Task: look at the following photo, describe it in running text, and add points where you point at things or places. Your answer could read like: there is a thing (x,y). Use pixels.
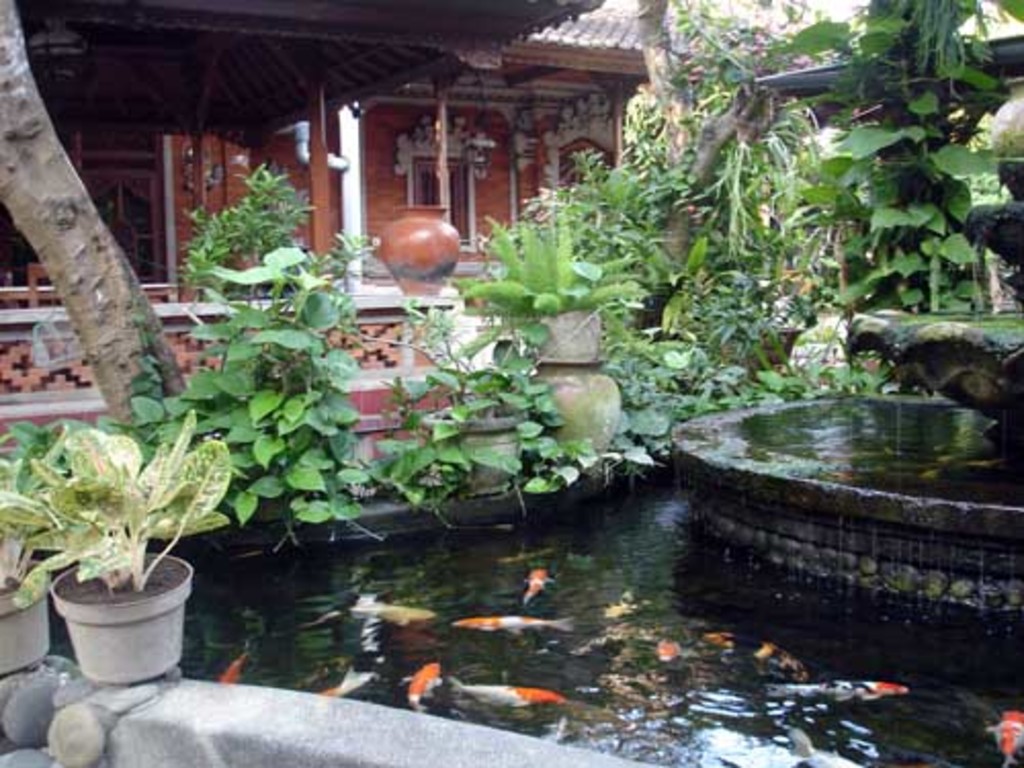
We can see water (503,652), fishes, water fountain (876,558), house plants (546,415) and trees (121,324). In the background (315,185) we can see sheds (374,81), pot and house (476,135).
